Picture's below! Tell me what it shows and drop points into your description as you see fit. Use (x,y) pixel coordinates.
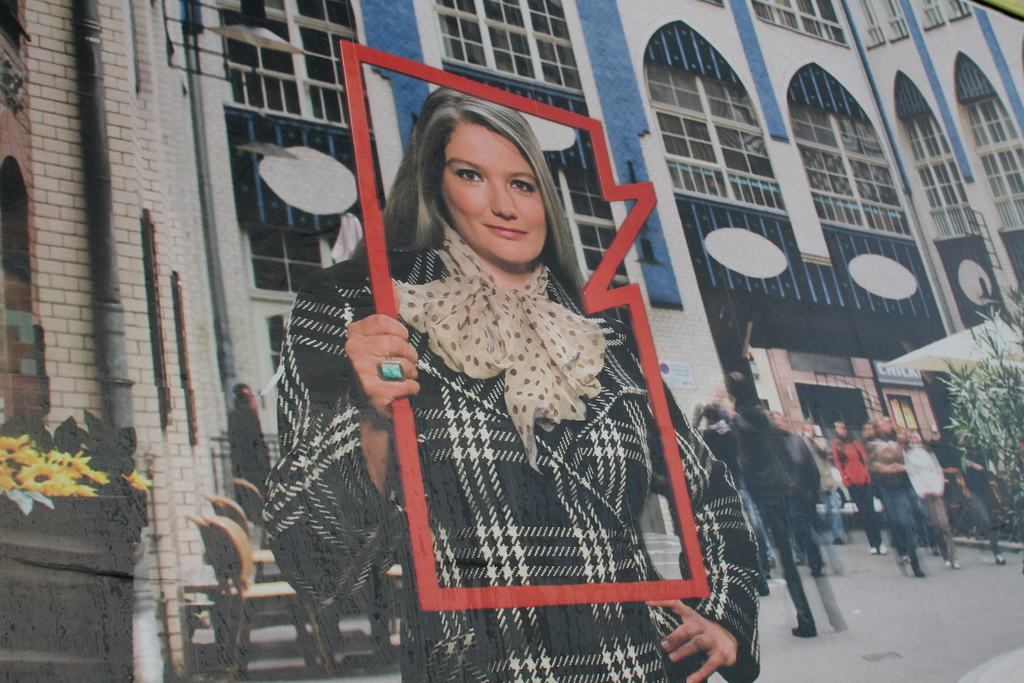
In this picture I can see an image, where I can see a woman (353,292) standing in front (361,281) and holding a red color thing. In the background (884,516) I can see number of people (824,472) standing on the path (1007,616) and I can see few plants (25,456). I can also see a building (57,64).
